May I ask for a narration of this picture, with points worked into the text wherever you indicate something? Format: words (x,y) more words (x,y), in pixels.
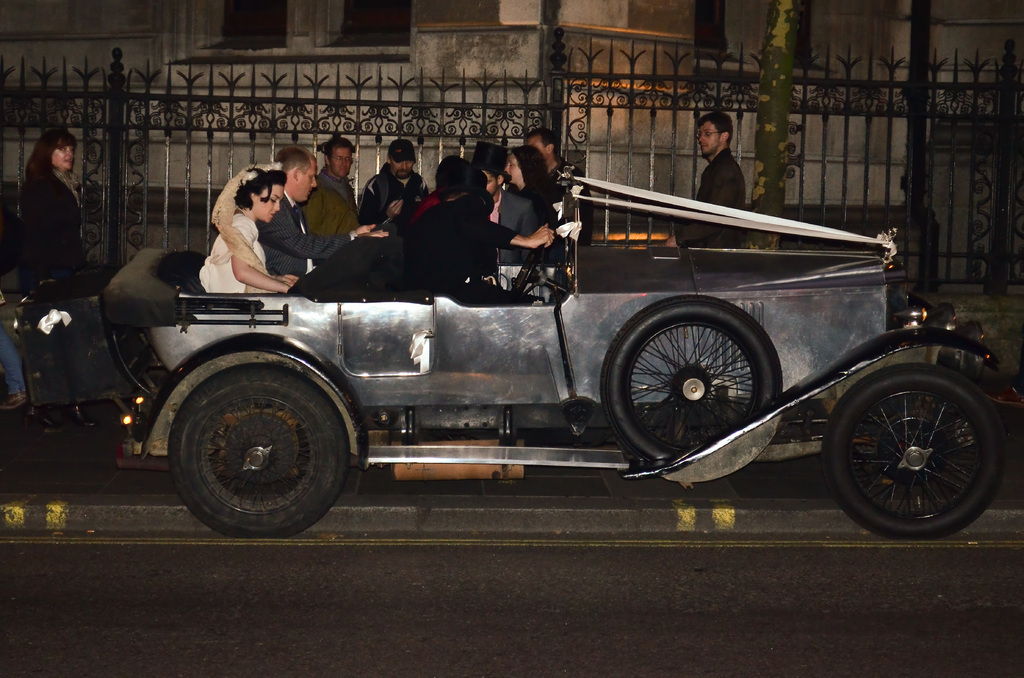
In this image, There is a road (869,578) which is in black color, In the middle (497,416) there is a car (297,525) which is in black and ash color, There are some people (313,286) sitting in the car (319,312), In the background (13,229) there are some people (524,186) walking, There are some black color grills (567,151) and there is a white color wall (80,35).
